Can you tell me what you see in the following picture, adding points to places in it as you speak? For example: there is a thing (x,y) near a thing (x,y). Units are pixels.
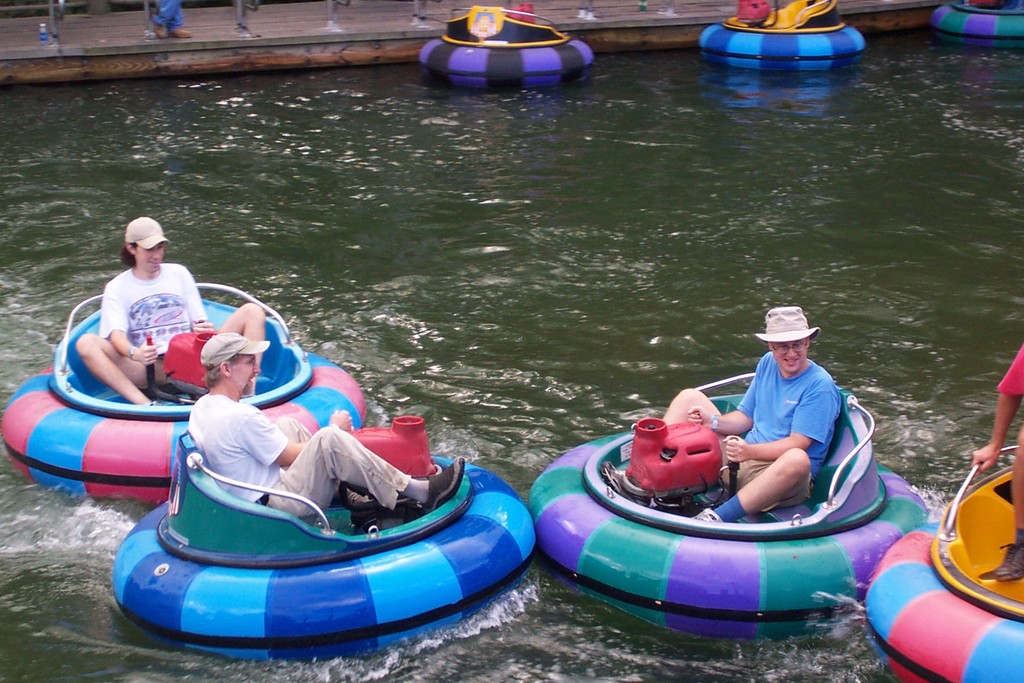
In this image I can see the lake (293,197), on the lake (620,198) I can see colorful boats (177,367) and on boats (102,420) I can see persons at the bottom (806,463), at the top (475,2) I can see road (658,3) and on that I can see person's legs (159,15) and bottle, stand (338,1).
